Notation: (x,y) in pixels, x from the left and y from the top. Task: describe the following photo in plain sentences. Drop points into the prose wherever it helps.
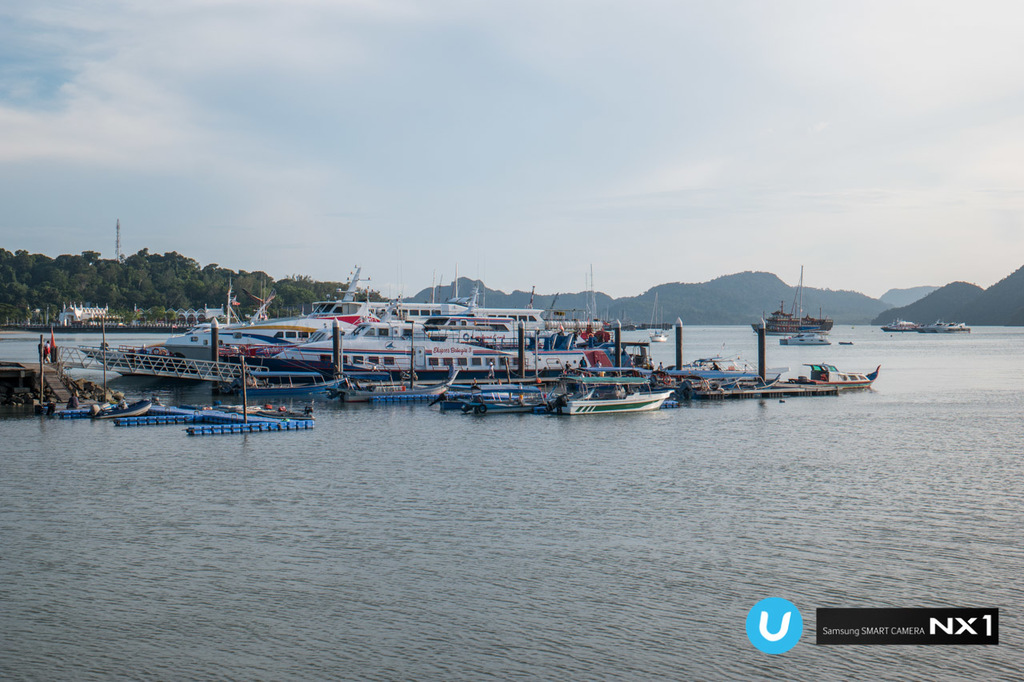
In this image we can see ships (558,361) and boats (134,409) on the water (97,422), trees (70,295), buildings (70,311), tower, hills (415,298) and sky (601,199) with clouds (853,210).
